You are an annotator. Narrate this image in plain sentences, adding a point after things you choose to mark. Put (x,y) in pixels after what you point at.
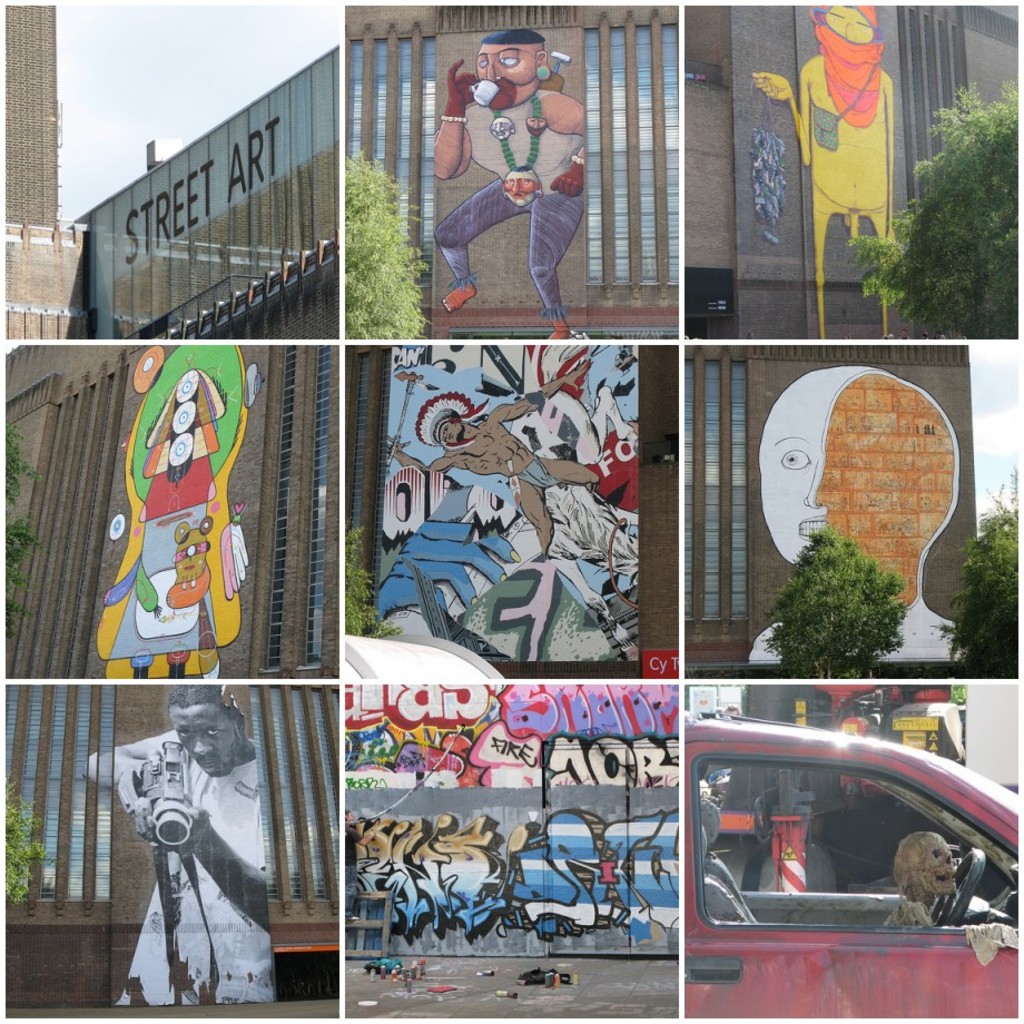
In the foreground of this collage image, there are paintings (509,500) on the wall (776,395), trees (932,244), a name (203,201) on a building (172,227) and a skeleton (904,893) in the car (960,935).
